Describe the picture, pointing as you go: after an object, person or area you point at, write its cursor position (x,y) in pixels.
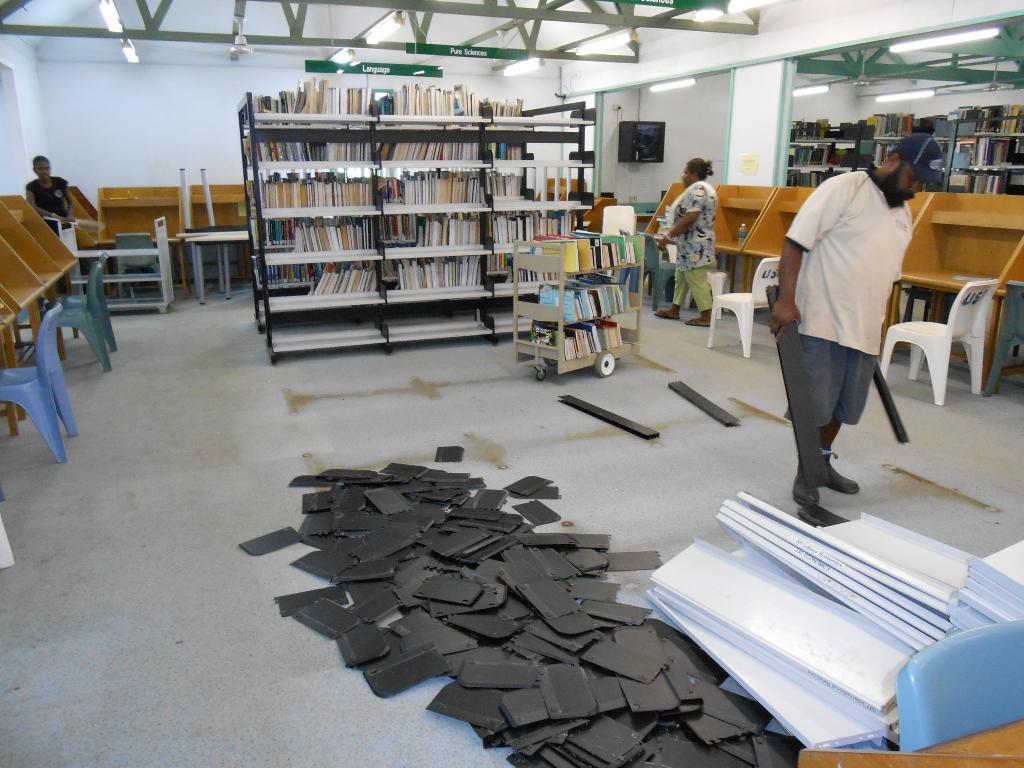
As we can see in the image there are three people (890,282) standing on floor (553,415). In the middle (462,267) there is a rack (371,167) and the rack (290,144) is filled with books (332,279). On right side (926,88) there is an opening (926,88) and there is a white color wall (142,96) over here.
